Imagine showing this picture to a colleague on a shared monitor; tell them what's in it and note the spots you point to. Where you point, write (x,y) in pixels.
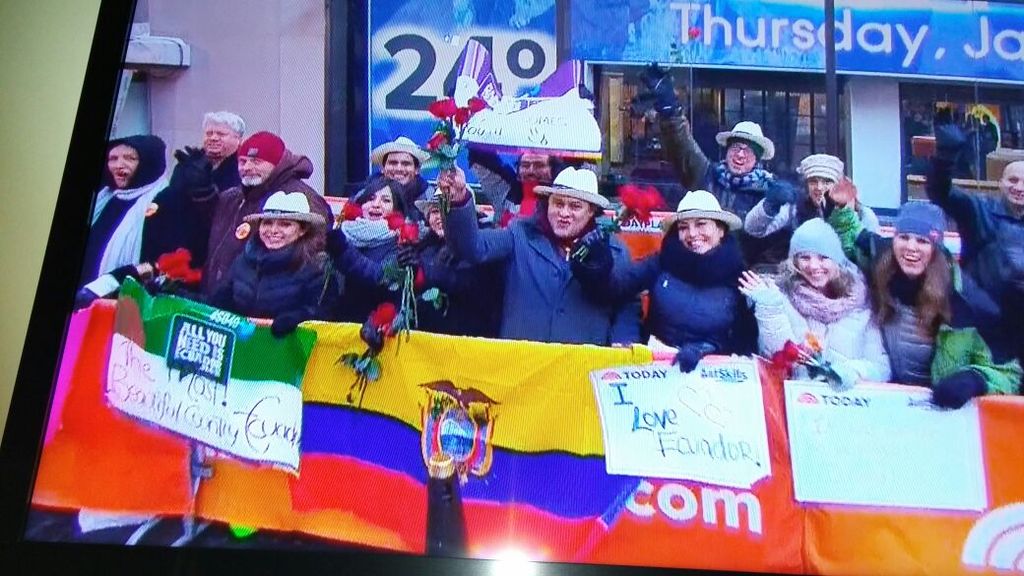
This image is clicked from a TV screen (33,389). There are some persons (171,198) in the middle (557,203). They are holding banners (688,424). There is a store (641,109) behind them. One of them is holding flowers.
